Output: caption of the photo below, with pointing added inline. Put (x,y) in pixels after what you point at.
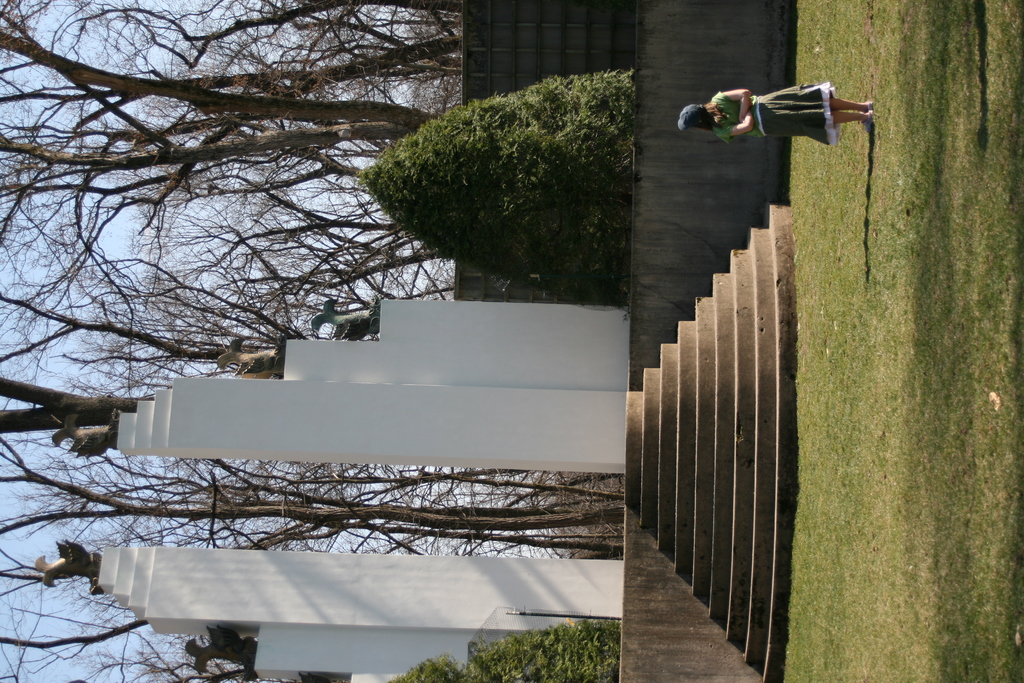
In the right top of the picture (829,123), we see a girl (770,107) in the green dress (795,109) is standing in the garden (892,141). Beside her, we see a staircase (737,479). At the bottom of the picture (346,593), we see trees (596,646) and pillars (357,439) in white color. On the left corner of the picture (130,153), there are trees (384,229) and on the right corner of the picture (920,487), we see the grass (816,621).
